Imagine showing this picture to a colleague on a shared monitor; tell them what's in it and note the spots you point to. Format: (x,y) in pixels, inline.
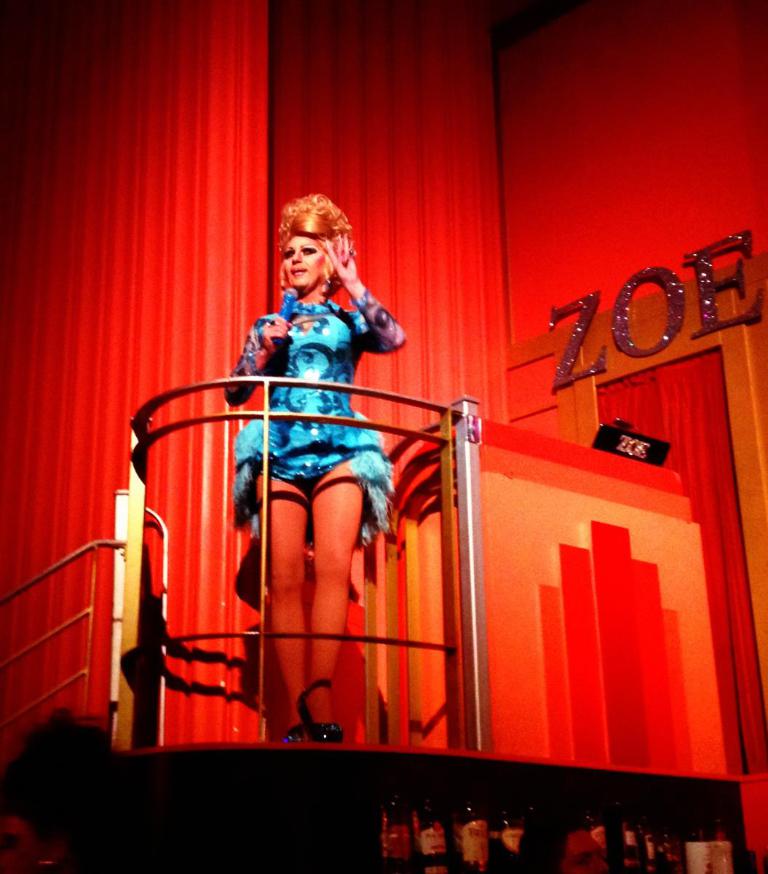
In the image we can see a woman (324,440) standing, wearing clothes (314,456), sandals (302,697) and holding a microphone (283,339) in her hands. Here we can see the fence (32,704), text (670,305) and the wall (568,324).
